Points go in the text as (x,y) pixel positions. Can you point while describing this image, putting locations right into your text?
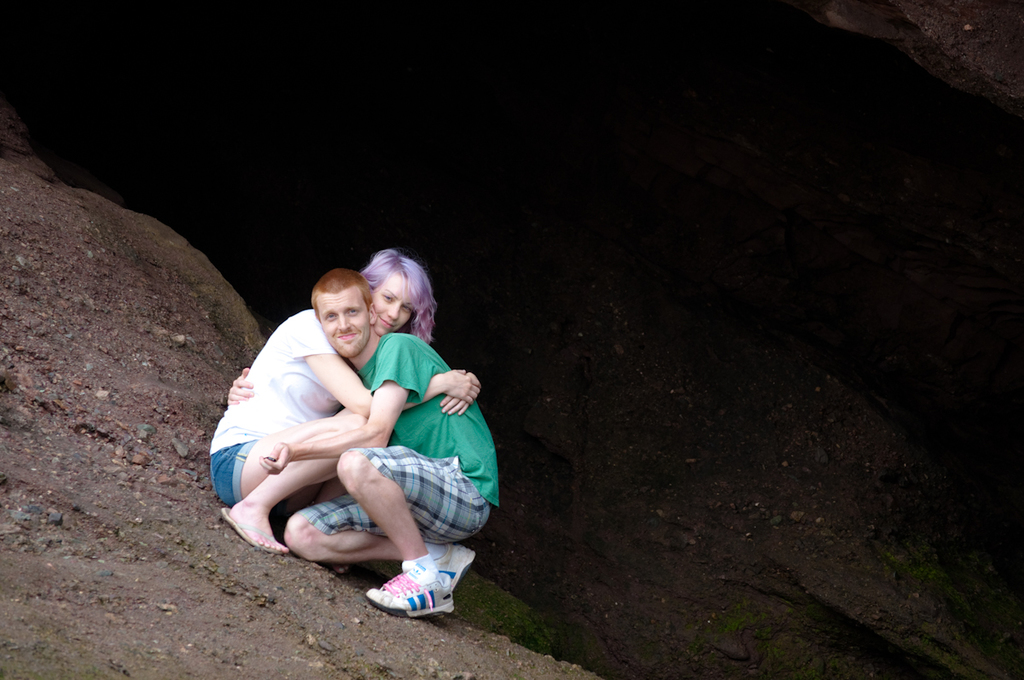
In this image in the center (345,433) there is one man (396,512) and one woman (332,361) who are hugging each other, and at the bottom (164,568) there is sand (120,301) and in the background (542,292) there is a mountain (650,355).
